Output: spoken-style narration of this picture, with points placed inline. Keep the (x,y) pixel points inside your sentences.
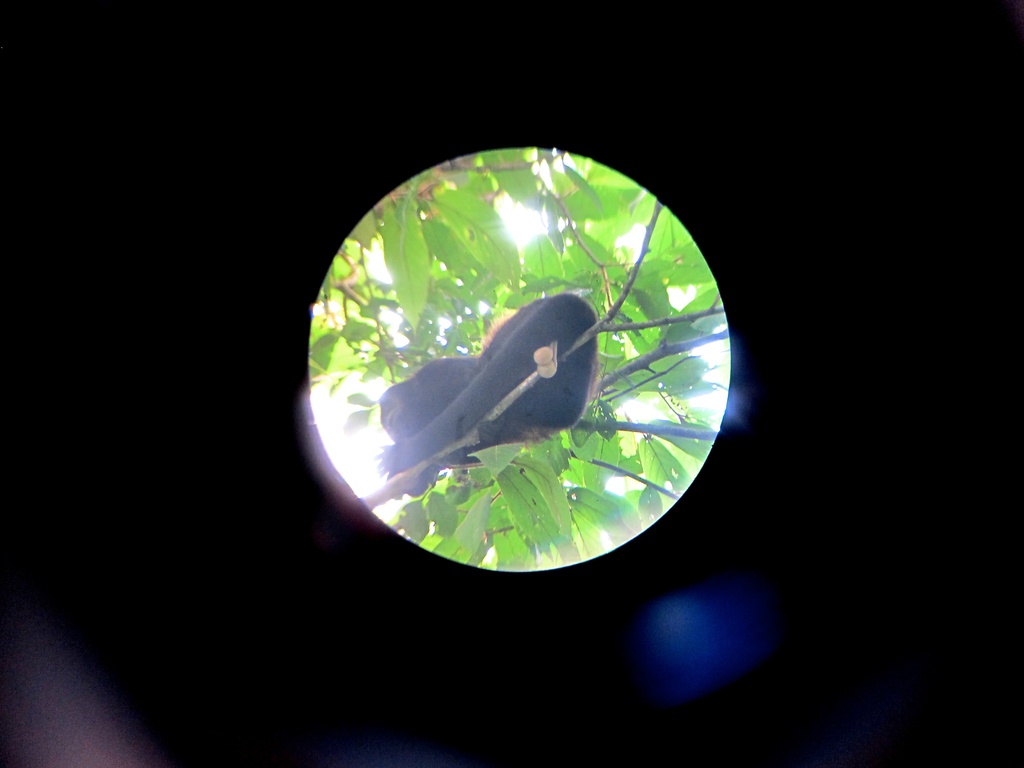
In this image we can see a monkey (445,430) sitting on the branch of a tree (589,419) and sky (372,449) in the background (378,438).
